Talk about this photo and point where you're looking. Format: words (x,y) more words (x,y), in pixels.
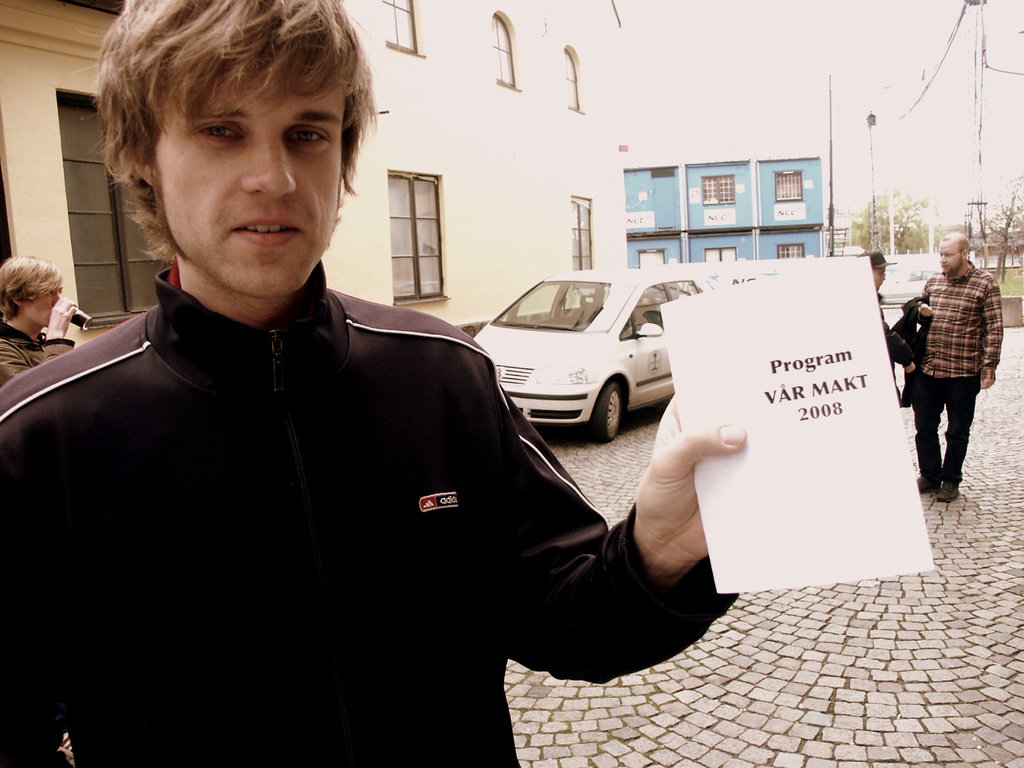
In this image we can see a person (428,470) standing holding a paper (830,469). On the backside (48,326) we can see a person (48,326) drinking. We can also see a car (624,398), two people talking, a building (752,232) with windows (430,295), a pole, trees (905,238) and the sky (872,34).
